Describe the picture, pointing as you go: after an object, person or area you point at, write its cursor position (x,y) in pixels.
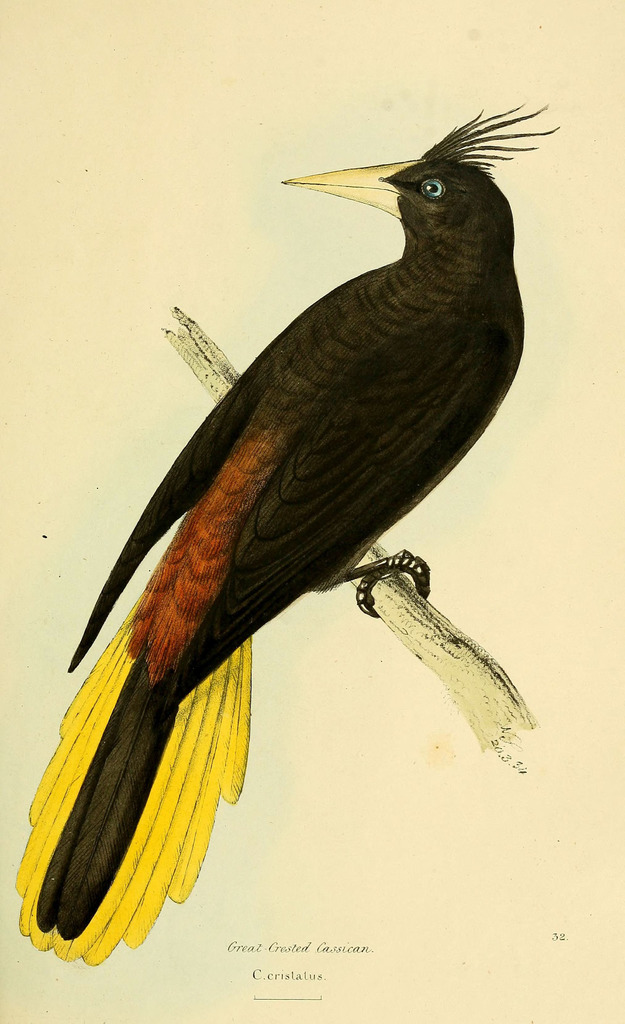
This image contains a painting (352,617). A bird (206,565) is on the wooden trunk (430,635). Bottom of the image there is some text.
